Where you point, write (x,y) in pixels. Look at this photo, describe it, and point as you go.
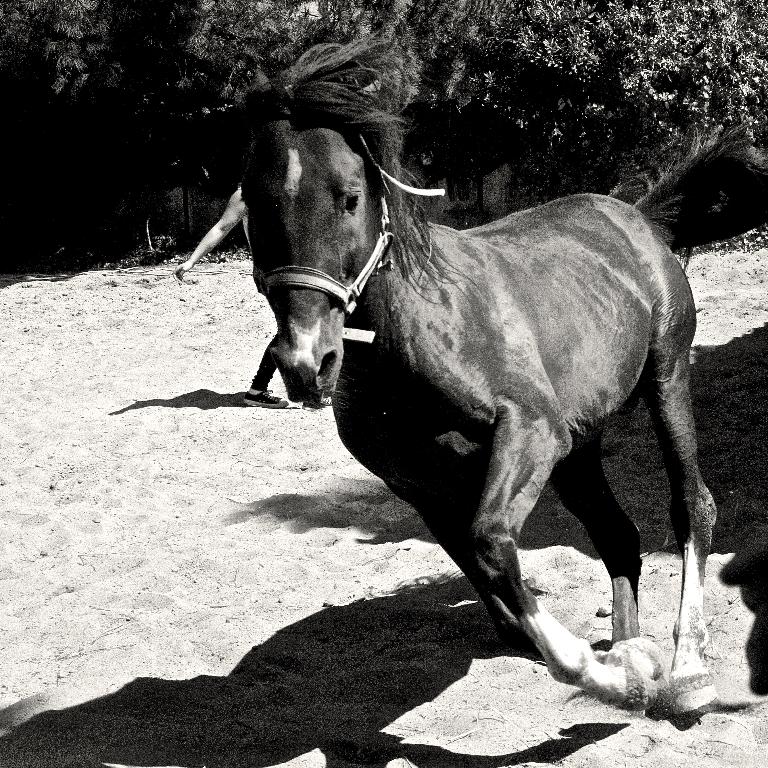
In this image I can see the black and white picture in which I can see a horse (496,281) is standing on the sand (426,691). In the background (563,13) I can see few trees (555,51) and a person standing on the sand (262,421).
